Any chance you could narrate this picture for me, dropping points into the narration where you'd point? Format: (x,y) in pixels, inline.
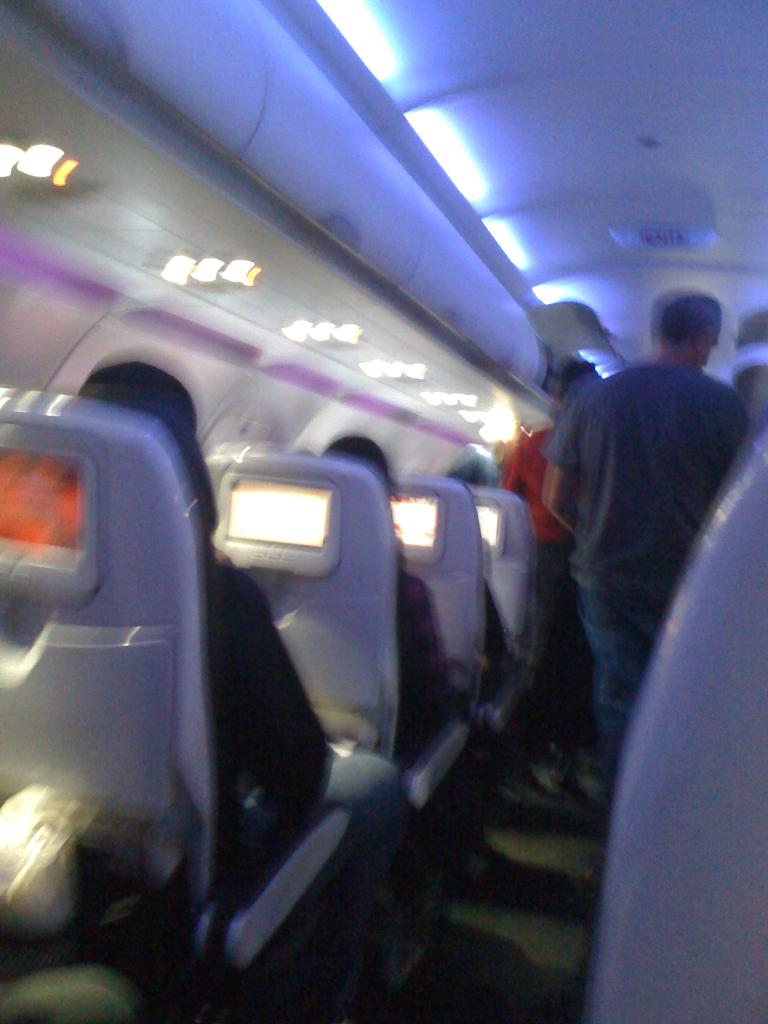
It is a blur image, it looks like the picture is captured inside a plane (550,906), there are few people (215,744) sitting on the chairs (342,611) and beside them there are two people (578,496) standing in the middle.
